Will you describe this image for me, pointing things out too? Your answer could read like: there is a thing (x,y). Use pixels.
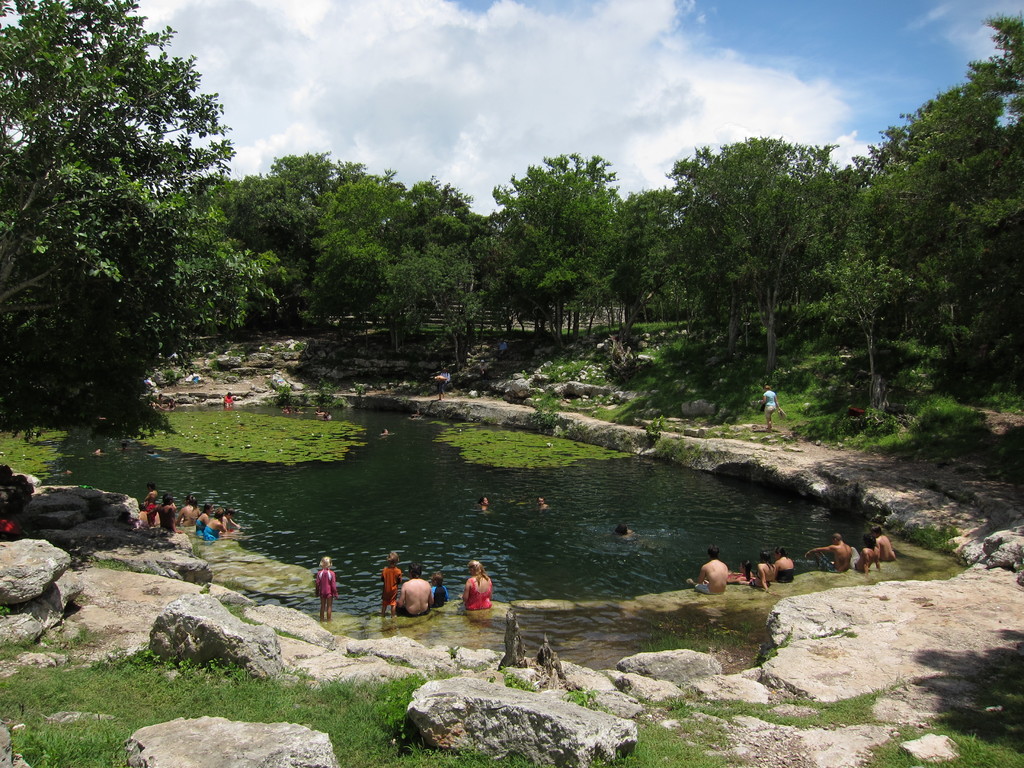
In the middle of the picture (463,453), we see water (474,528) and this water (458,524) might be in the pond (458,524). We see the people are swimming in the water (463,509) and we even see the people (149,500) are sitting on the rocks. At the bottom (471,672), we see the rocks (445,695) and grass (376,760). On the right side (779,406), we see the trees (903,322) and a person (764,403) is standing. There are trees (272,276) in the background (425,297). At the top (601,146), we see the sky (719,53) and the clouds (543,104).
